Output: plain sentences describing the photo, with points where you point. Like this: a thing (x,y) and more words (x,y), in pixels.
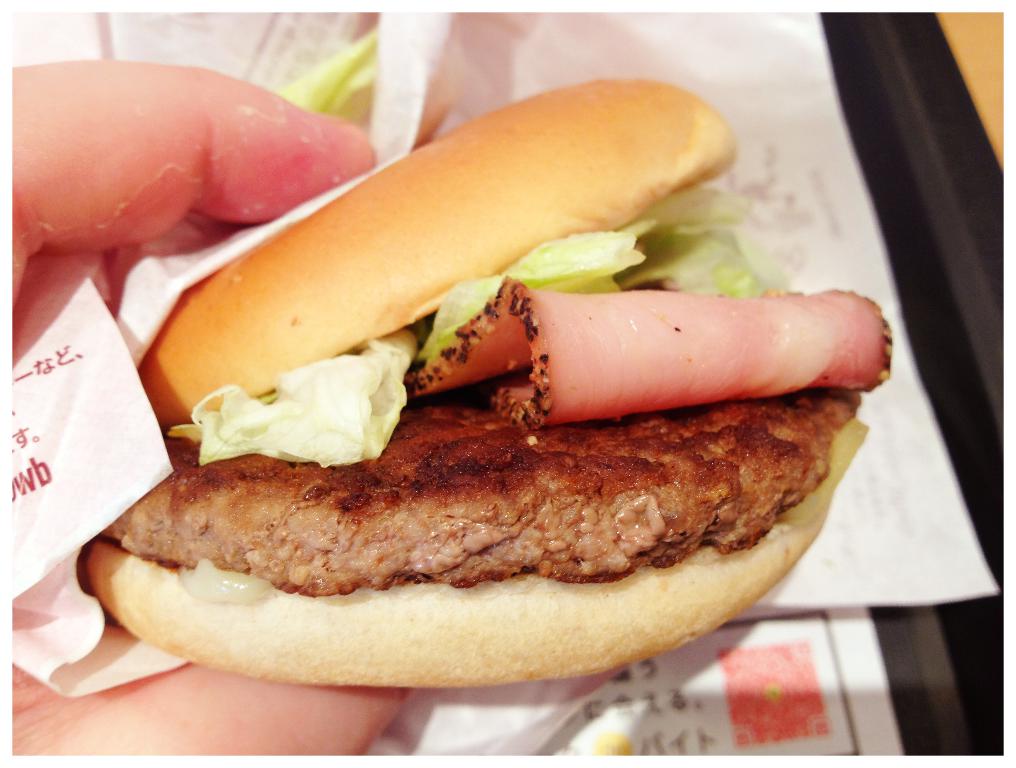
This person (180,123) is holding a burger (413,592). Background it is blur.
